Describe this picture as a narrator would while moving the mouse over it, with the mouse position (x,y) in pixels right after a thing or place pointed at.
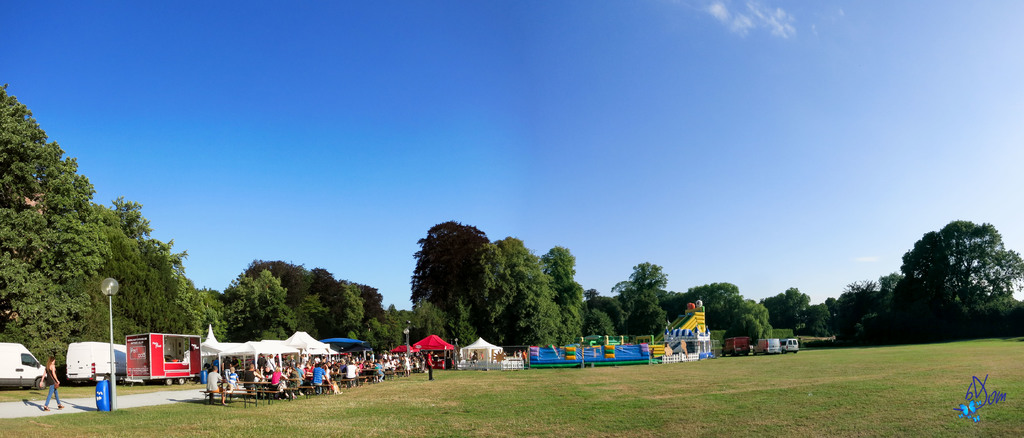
In the image there are trucks (166,365) and tents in the back (131,357) with many people (347,373) sitting in front of it around dining table (244,383) on the grassland (508,388), in the back (838,333) there are trees (479,308) and above its sky (471,70) with clouds (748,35).
